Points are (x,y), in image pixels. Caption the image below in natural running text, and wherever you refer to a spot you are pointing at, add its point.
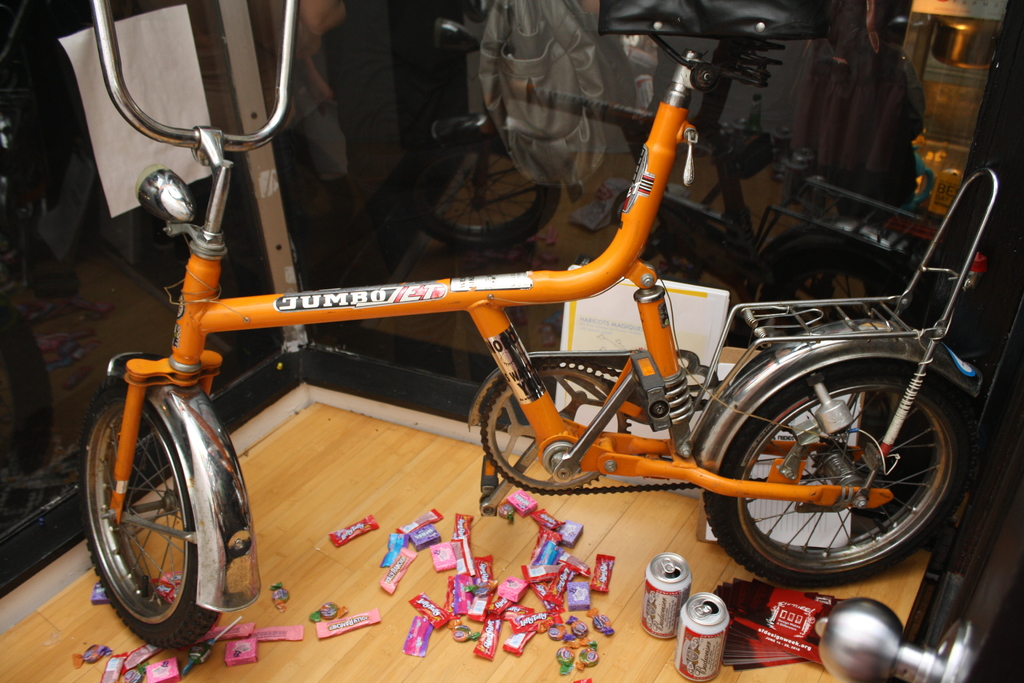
In this image, we can see a bicycle (483,321), tins (696,655), chocolates (476,573) and some other objects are inside the glass box (384,324) and we can see a paper (184,68) and the reflection (541,106) a bicycle (724,144) and there is light (937,48).
